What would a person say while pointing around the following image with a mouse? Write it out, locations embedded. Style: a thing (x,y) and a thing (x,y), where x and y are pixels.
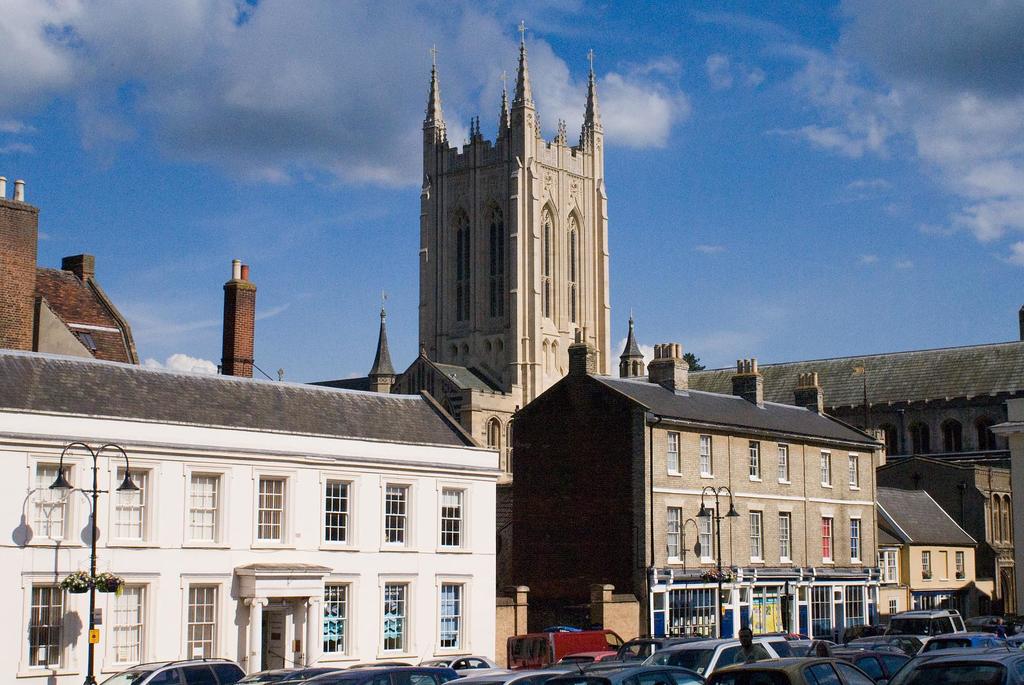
At the bottom (687,642) we can see vehicles (566,657) and few persons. In the background (131,621) there are buildings (292,497), light poles (92,572), windows (139,622), doors (283,618), glass doors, roofs (33,355) and clouds (208,79) in the sky (637,214).
